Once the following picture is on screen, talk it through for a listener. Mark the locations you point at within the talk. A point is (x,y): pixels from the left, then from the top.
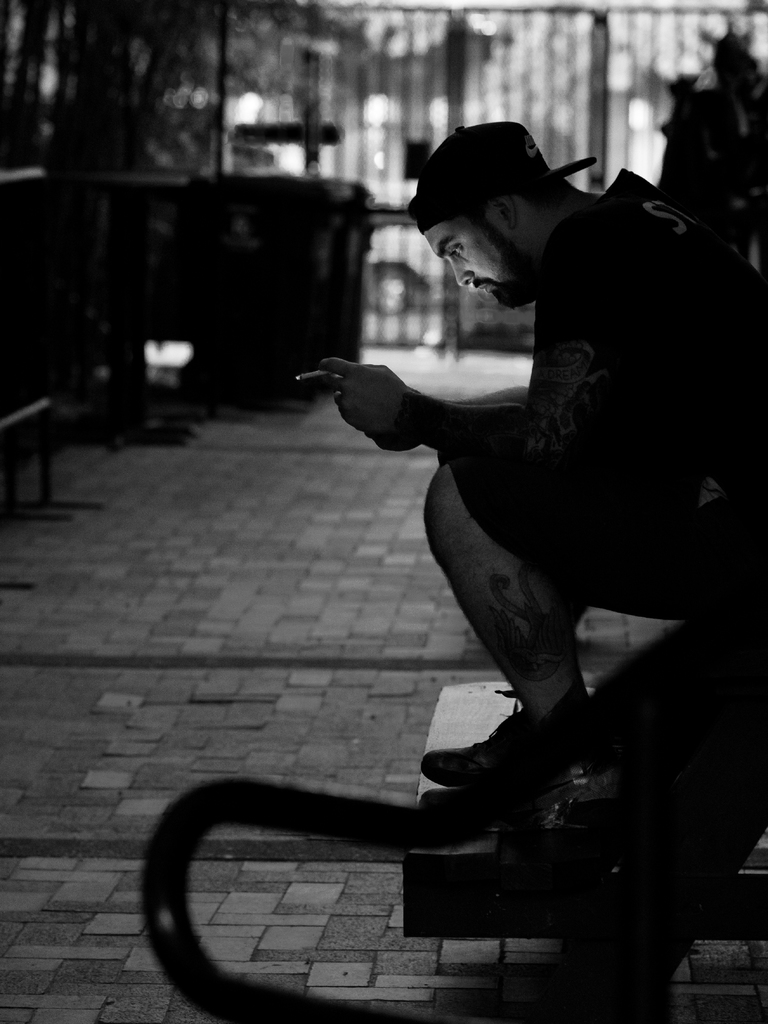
This is a black and white image, in this image there is a person (494,448) sitting on a bench (462,739) looks into his mobile phone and holding a cigarette (314,375) in his hand (333,379), on the other side of the person (334,364) there are a few other objects (255,332) on the floor (434,610), in front of the image there is a metal rod (408,811), in the background of the image (567,125) there is a metal grill door (457,75).
